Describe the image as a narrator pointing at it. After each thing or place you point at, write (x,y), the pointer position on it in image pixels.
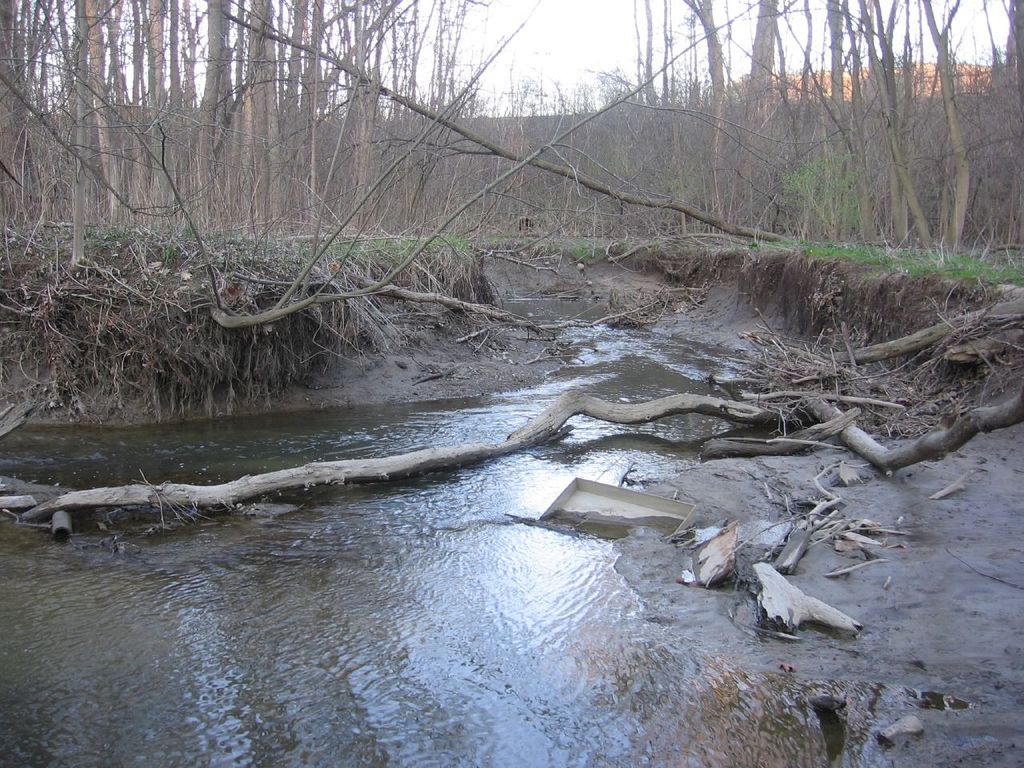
In this image we can see water (433,534), trees (348,120), wood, ground (903,551), hills (824,97) and sky (555,31).
